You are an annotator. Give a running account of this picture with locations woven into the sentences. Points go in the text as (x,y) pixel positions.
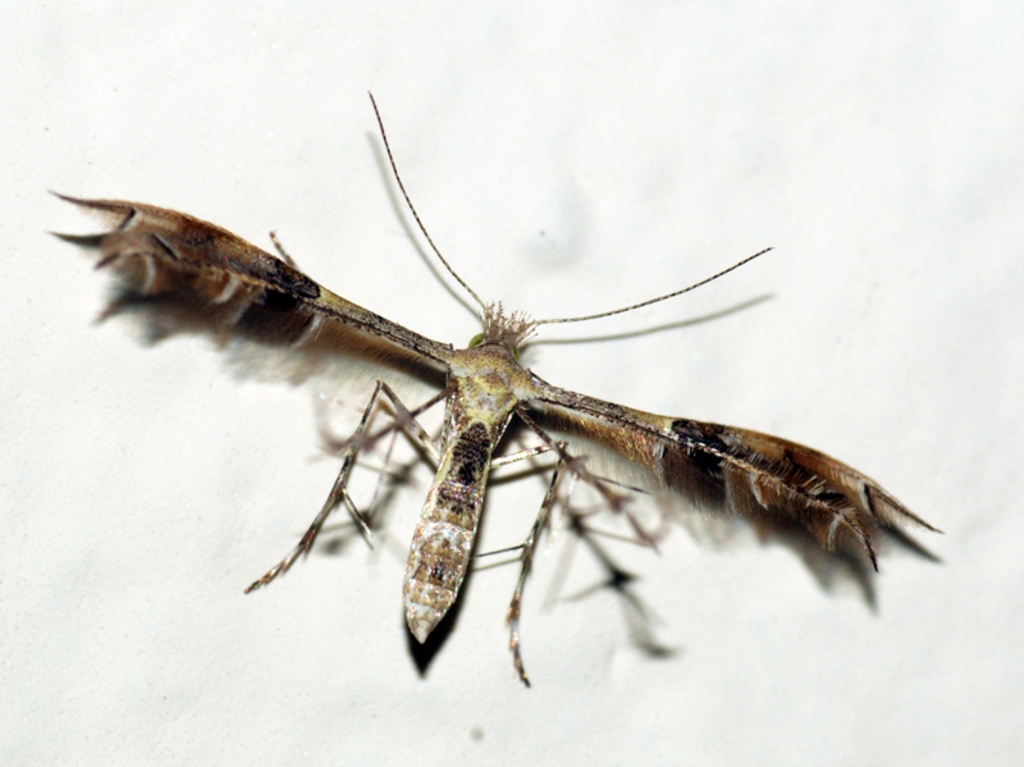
In this image we can see an insect (528,373).
